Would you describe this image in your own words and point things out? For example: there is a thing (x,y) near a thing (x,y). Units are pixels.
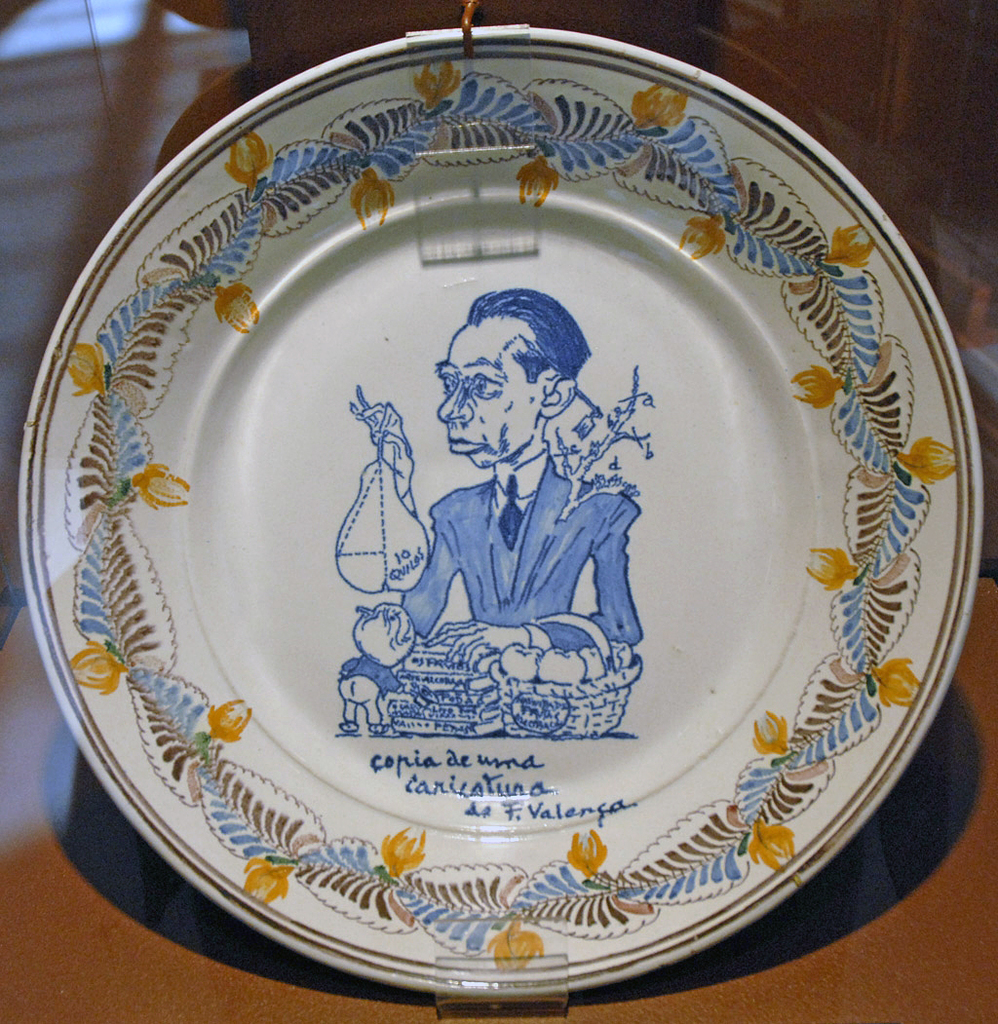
Here in this picture we can see a plate (719,907) present over a place and in the middle of it we can see a picture (455,492) and some text (477,757) present and around it we can see some design (166,773) present.
